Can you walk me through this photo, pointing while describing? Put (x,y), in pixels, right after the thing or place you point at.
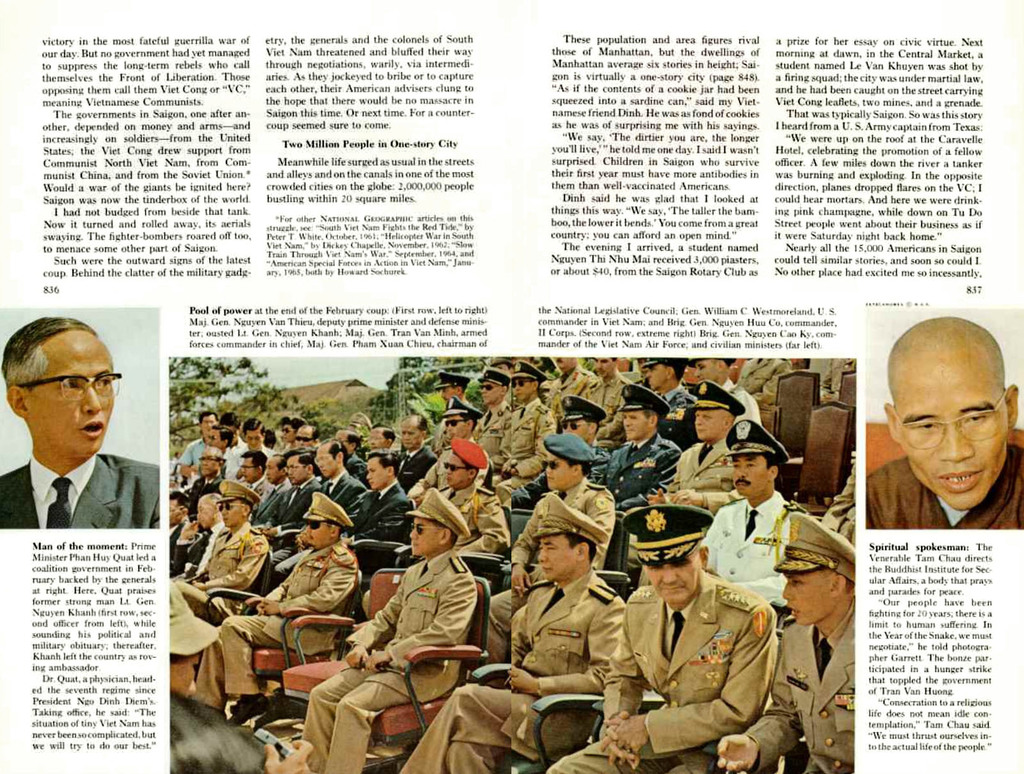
This is a newspaper (599,453). In this newspaper (433,386), we can see there are images (385,450) of the persons (638,424) and there are black color texts (304,231). And the background of this image (85,303) is white in color.
